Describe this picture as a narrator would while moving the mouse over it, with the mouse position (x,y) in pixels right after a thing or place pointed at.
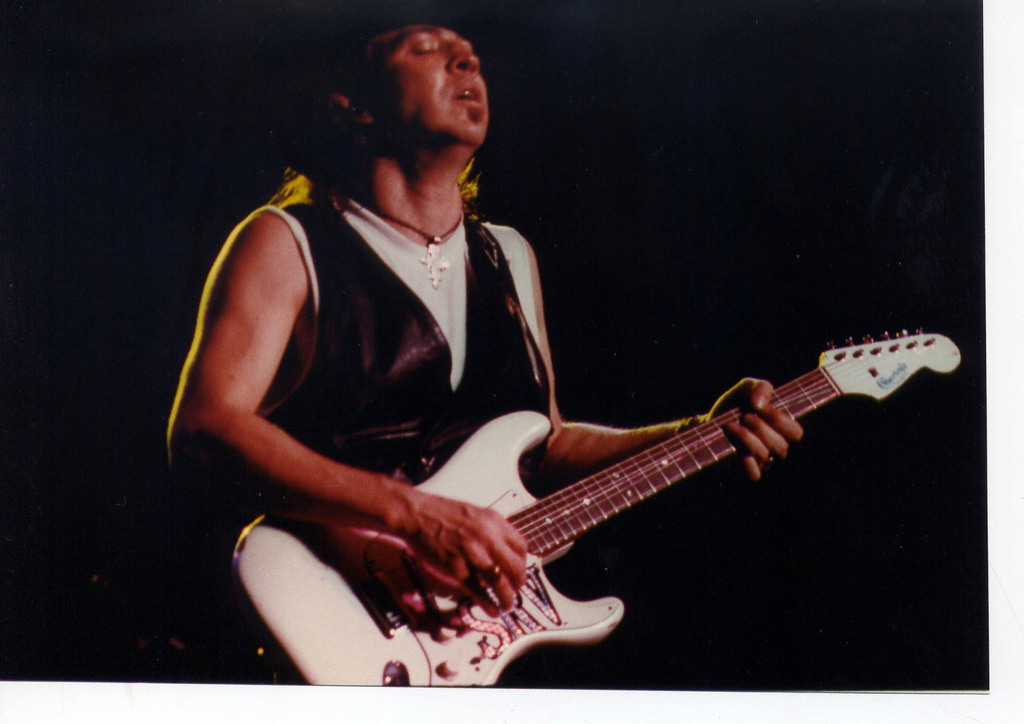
In this picture there is a man (395,42) who is standing at the center of the image (671,456), by holding the guitar (924,342) in his hands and the color of the background (738,321) is black in color.
